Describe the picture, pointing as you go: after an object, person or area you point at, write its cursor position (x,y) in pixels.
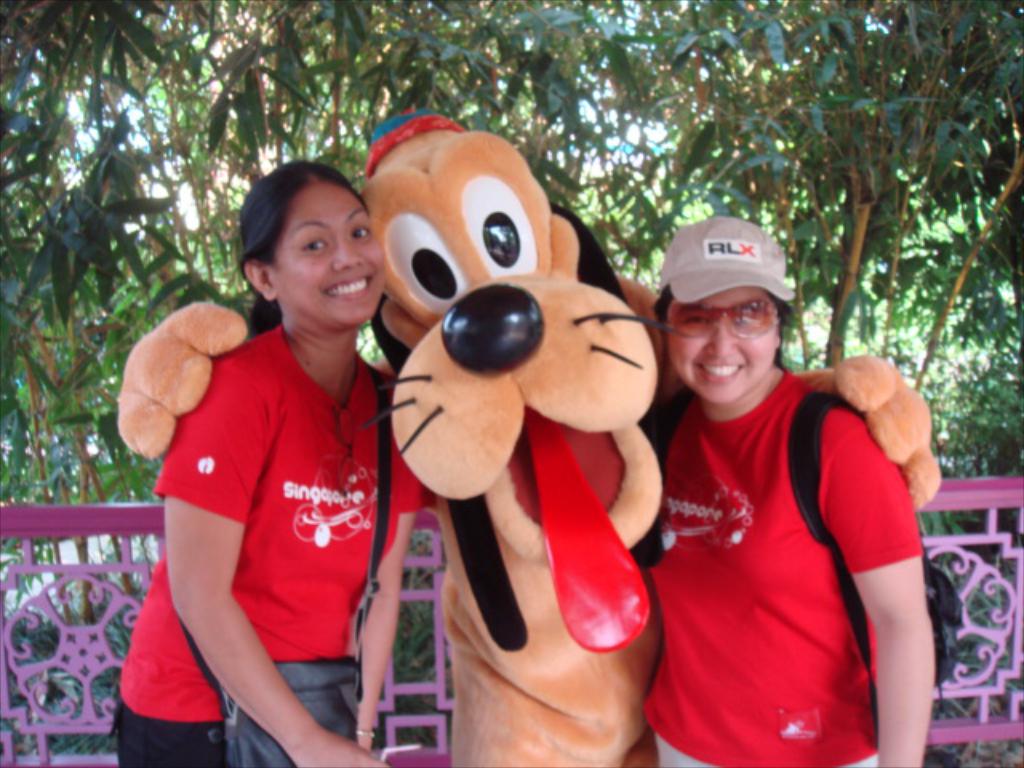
In the center of the image (390,501) there are two ladies (204,732). There is a depiction (490,240) of a cartoon (525,367). In the background of the image (6,242) there are trees (358,101). There is railing (146,564).
